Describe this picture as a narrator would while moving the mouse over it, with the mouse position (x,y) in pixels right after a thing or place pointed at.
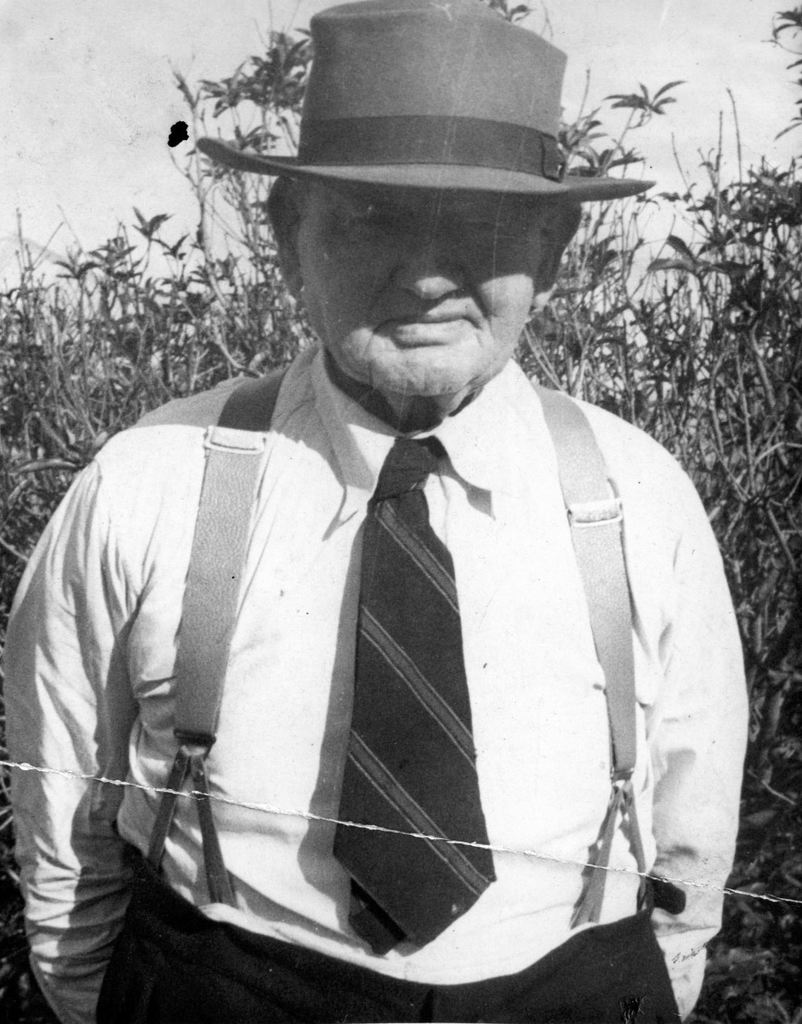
In the center of the image (380,487) there is a person (238,796) standing. In the background (6,329) there are plants (141,232) and sky (113,122).
